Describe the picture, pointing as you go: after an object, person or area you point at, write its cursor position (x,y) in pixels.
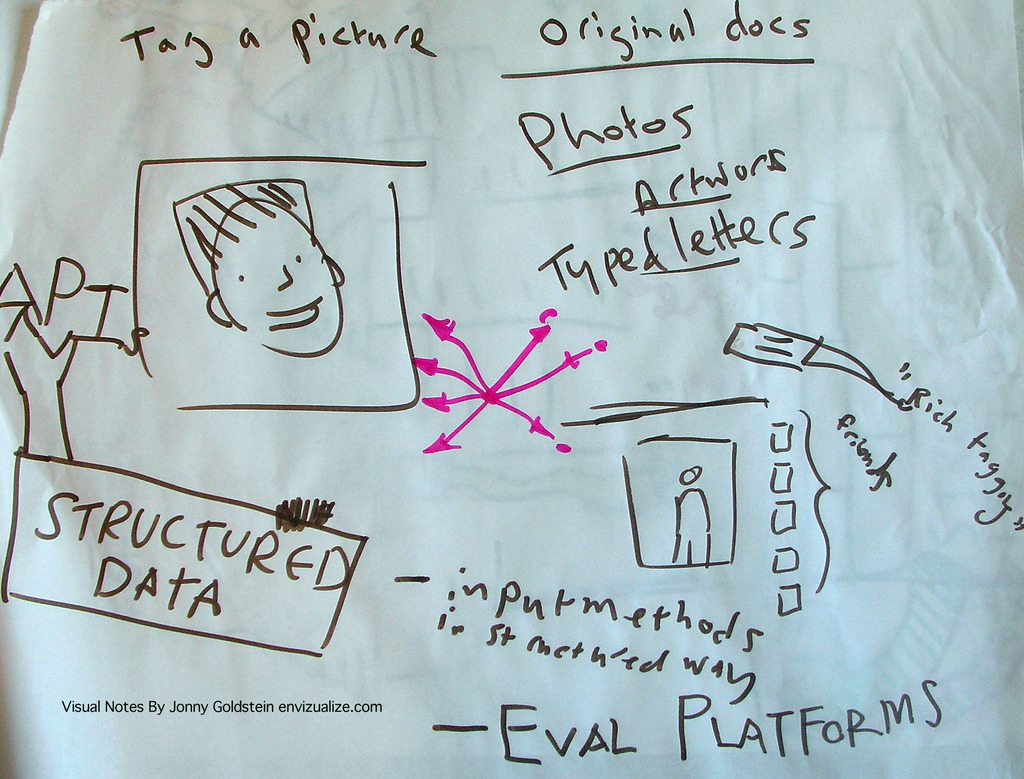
In this image we can see a paper (537,610) and there is some text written on it and we can see some pictures (297,376) which resembles a person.
